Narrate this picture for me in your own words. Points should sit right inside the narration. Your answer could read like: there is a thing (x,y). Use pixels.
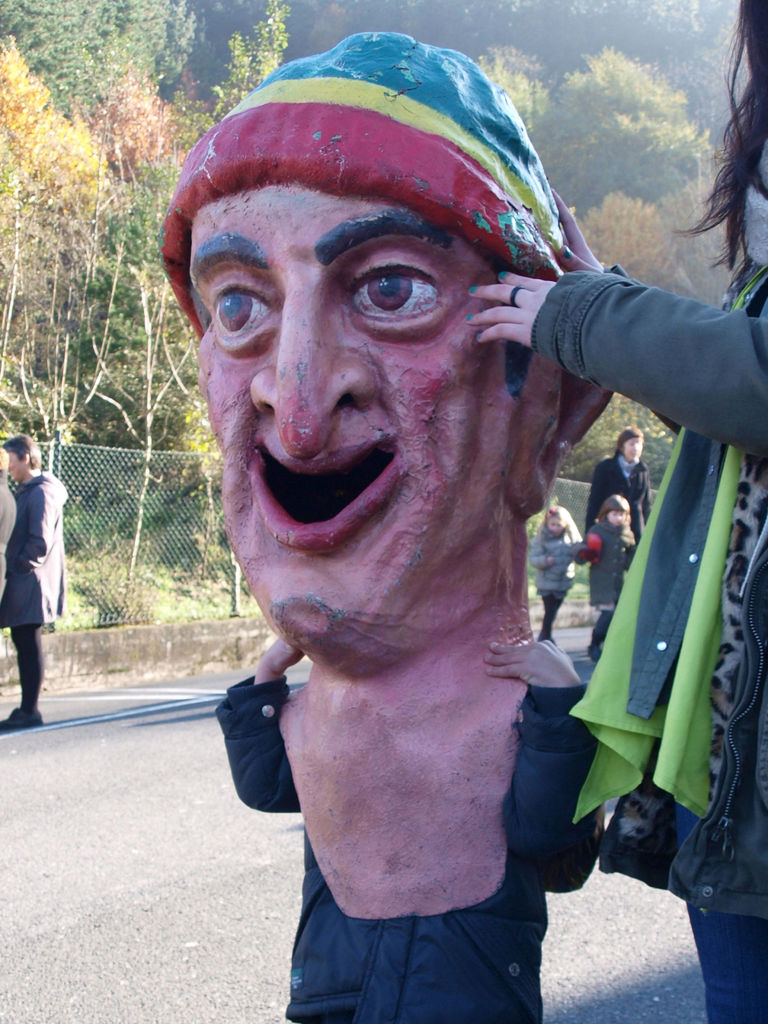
In the foreground of this image (501,378), there is a boy (440,964) wearing the person's mask (325,468) on his head (475,285). On the right side of the image (765,413), there is a woman (751,326) standing. In the background (569,131), there are persons (593,570), fencing (550,507) and trees (561,98).
